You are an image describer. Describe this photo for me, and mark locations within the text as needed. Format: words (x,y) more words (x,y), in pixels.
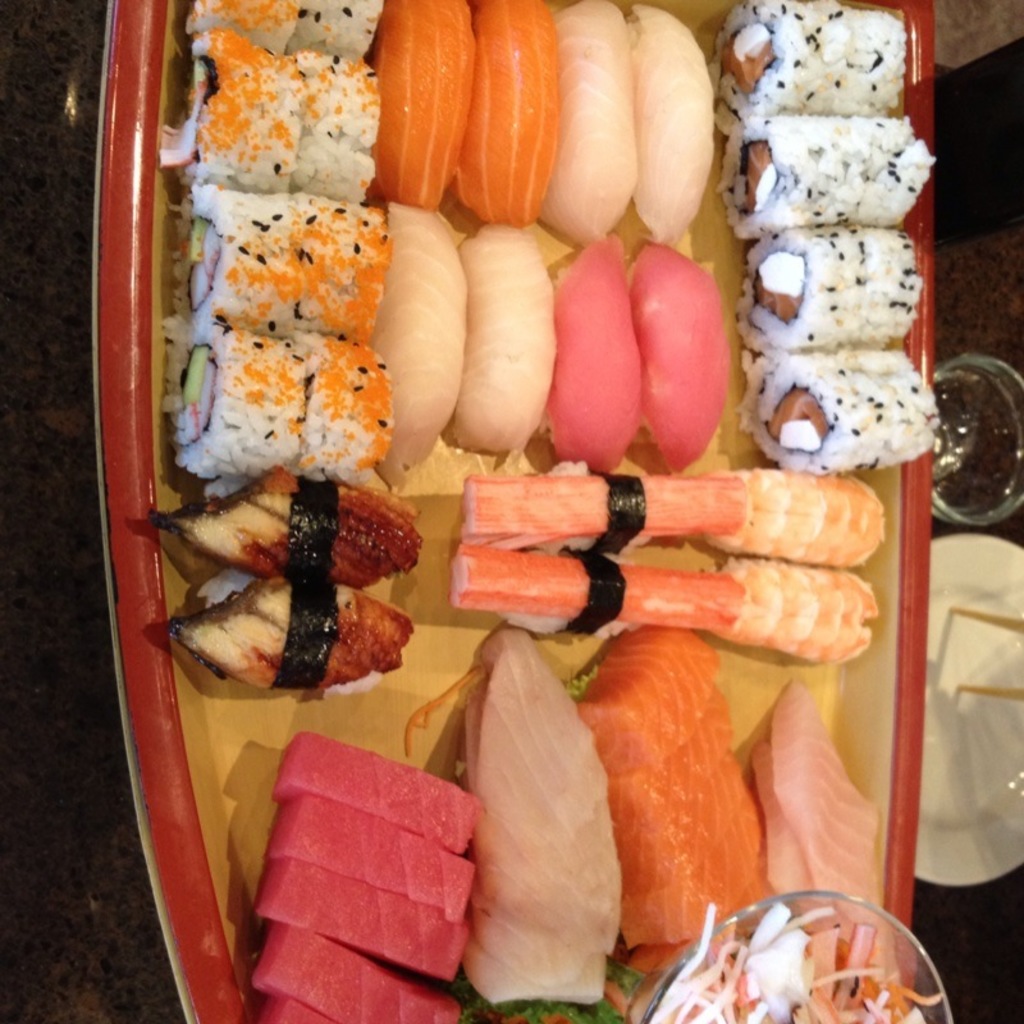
Here in this picture we can see some food items (449,286) present in a plate (558,241), which is present on a table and beside that we can see a plate (1004,811) and a glass (996,417) present.
